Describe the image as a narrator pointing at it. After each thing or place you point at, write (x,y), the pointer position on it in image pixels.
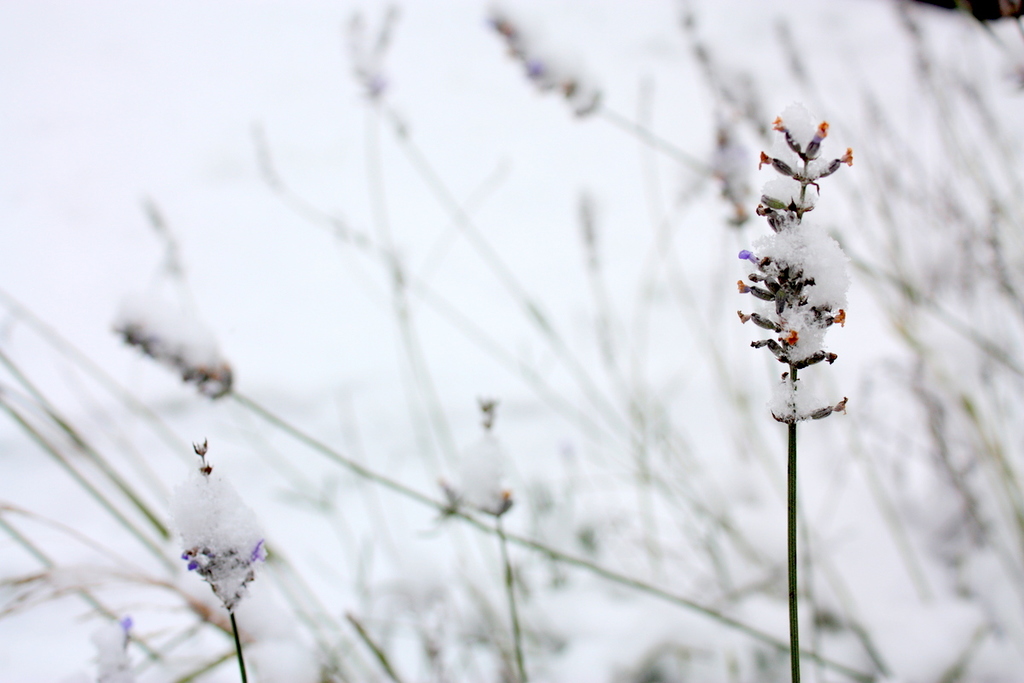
This image consists of plants (799,359). And we can see there is ice (790,356) on the plants (778,282). In the background (120,116), we can see snow (277,210).
